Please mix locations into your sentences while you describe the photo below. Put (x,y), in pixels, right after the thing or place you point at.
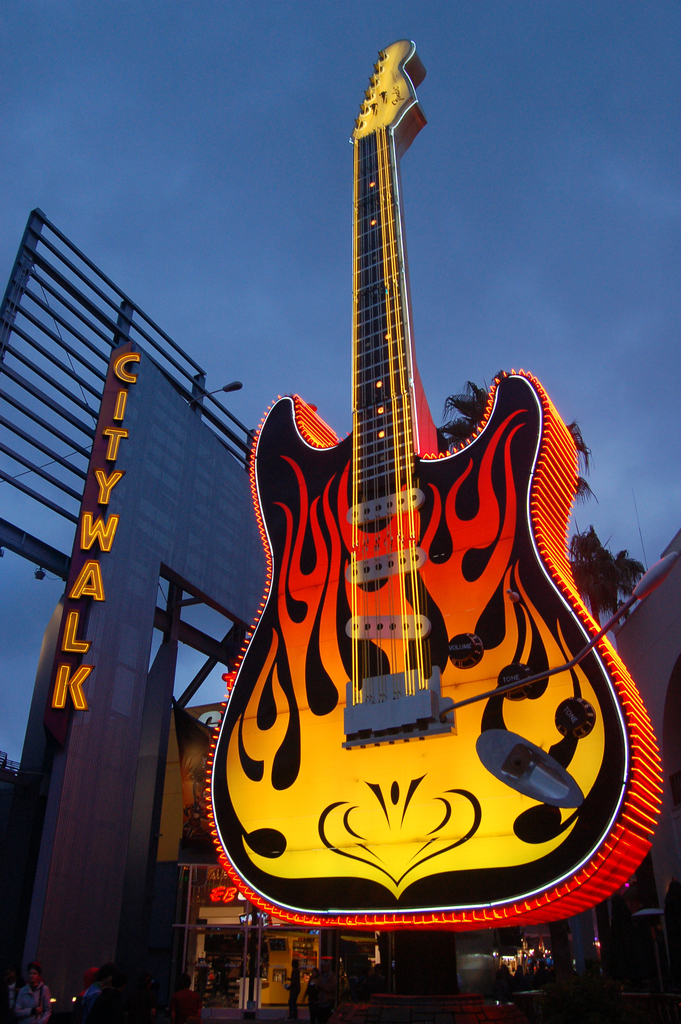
In this image I see a guitar (414,349) which is in front of the building (124,750) and I see the sky (598,322) and I can also see a tree (599,609) over here.
